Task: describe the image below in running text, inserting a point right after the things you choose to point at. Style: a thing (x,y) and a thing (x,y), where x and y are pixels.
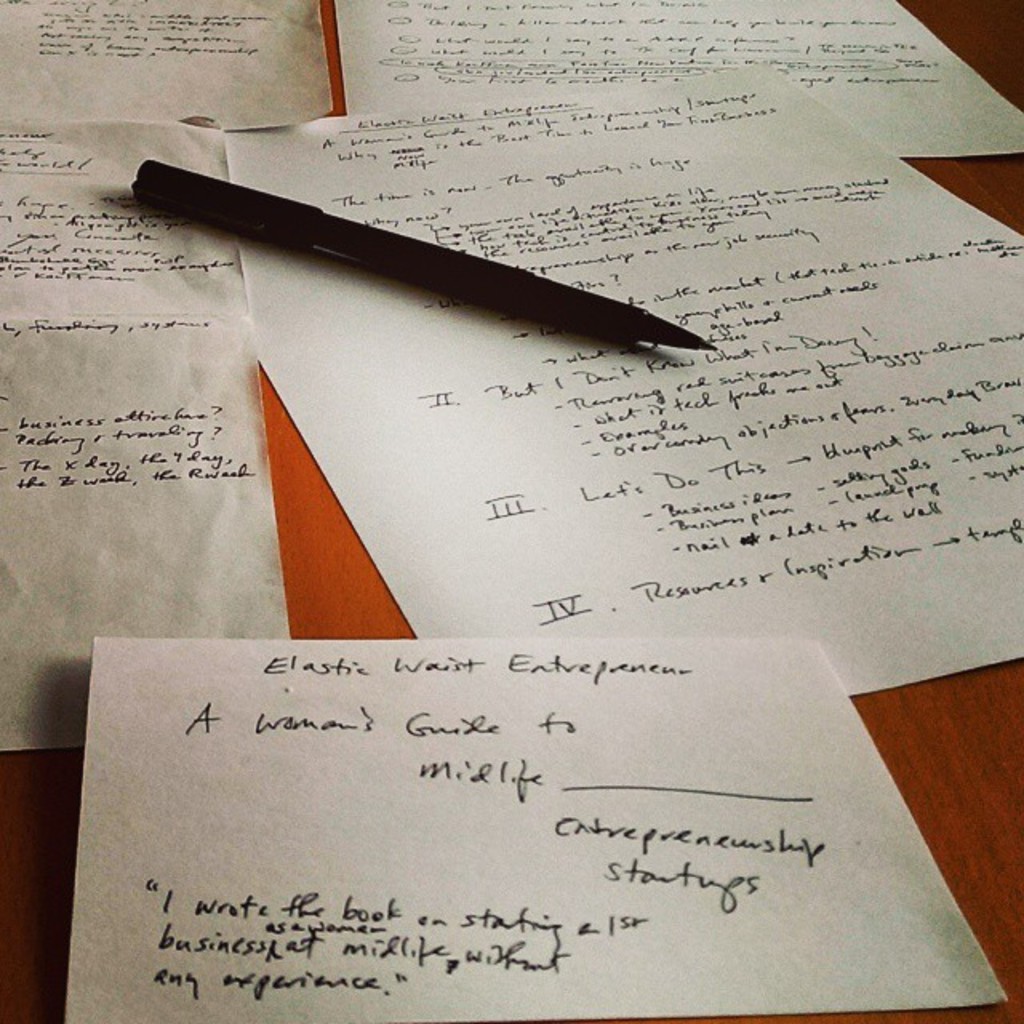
In this image we can see the text papers (419,415) and also the pen (506,270). In the background (972,169) we can see the wooden surface (948,754).
